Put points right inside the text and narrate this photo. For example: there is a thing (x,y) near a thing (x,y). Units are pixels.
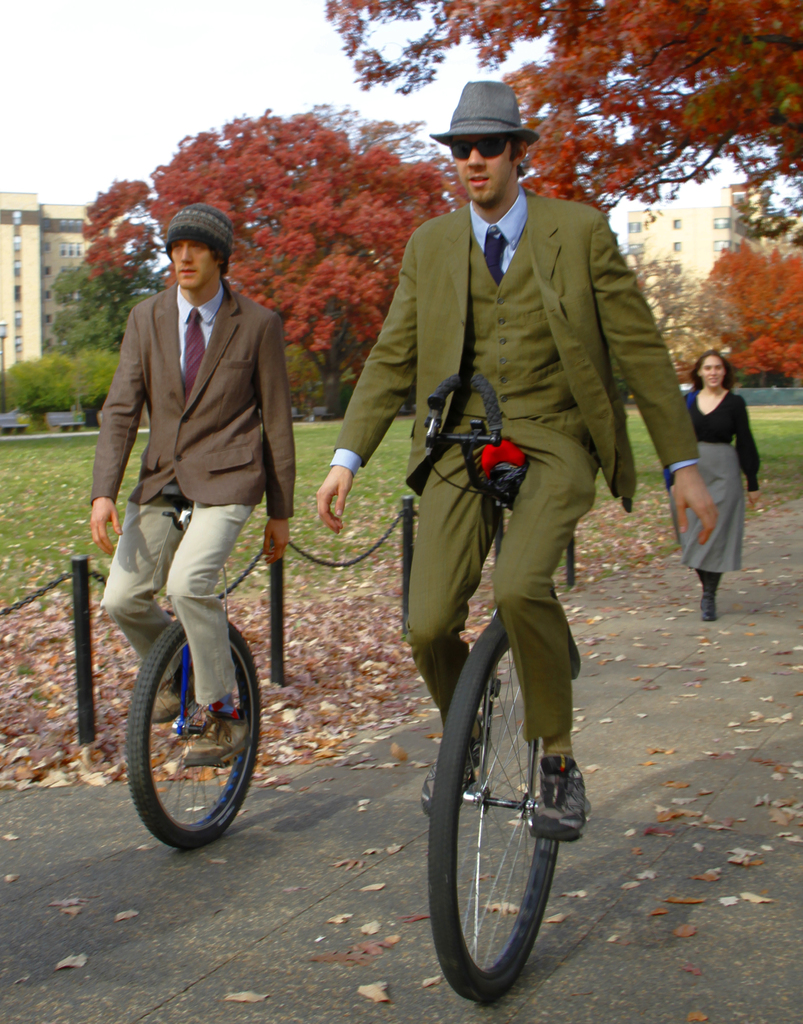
In this image, we can see two persons (585,433) wearing clothes (257,366) and riding unicycles (450,732) on the road (281,917). There is an another person (722,495) on the right side of the image (721,457). There are poles (407,594) on the left side of the image (85,641). In the background of the image (310,242), there are some trees (310,242) and buildings (699,267).
